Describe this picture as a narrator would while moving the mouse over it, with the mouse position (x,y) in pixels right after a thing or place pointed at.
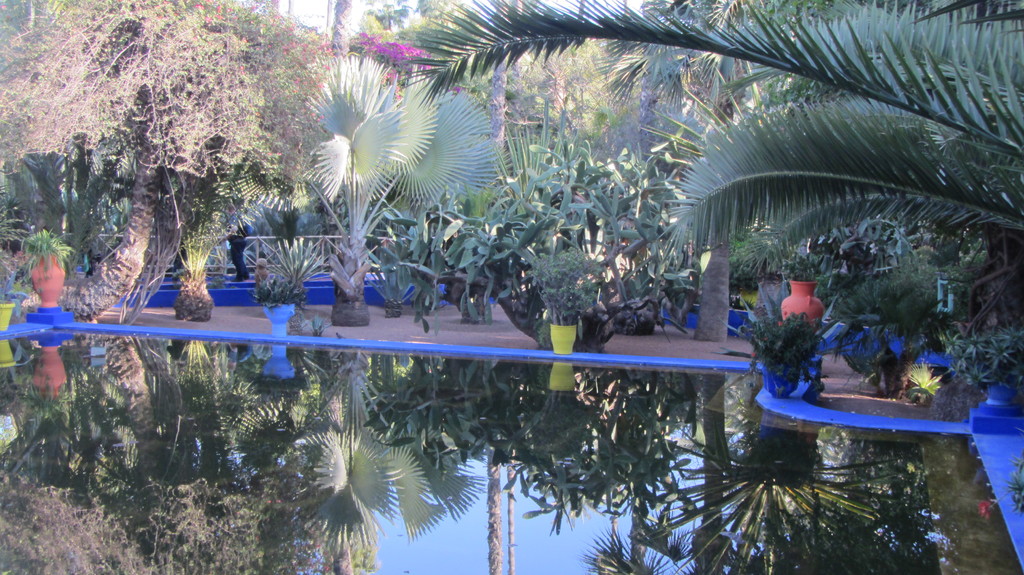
At the bottom of the image (377,434) we can see water (696,416), in the background (155,208) we can see few trees (407,190), flowers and a person (234,246).
